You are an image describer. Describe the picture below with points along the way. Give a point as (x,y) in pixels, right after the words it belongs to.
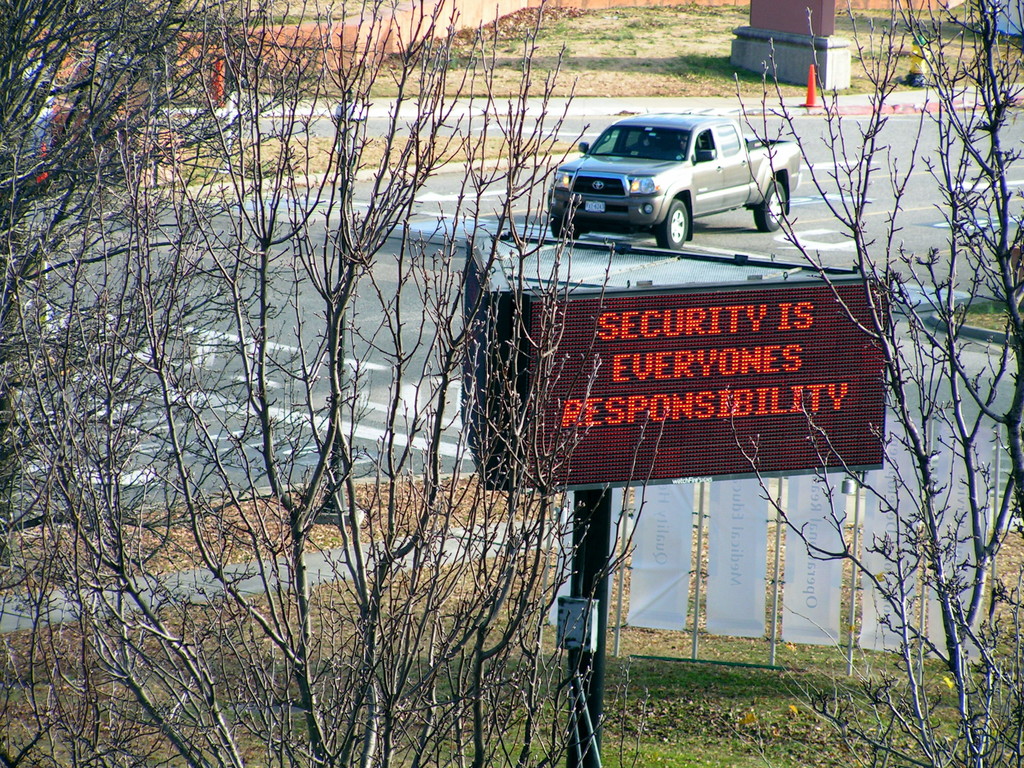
This image is clicked on the road (49,507). In the front (475,382), we can see the dried plants (451,681) and a pole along with the screen (733,457). At the bottom (662,753), there is green grass (723,760). In the middle (376,306), we can see a car (595,211) on the road (409,306). In the background (512,48), we can see a fire hydrant (928,58) and green grass (630,56) on the ground (730,93).
